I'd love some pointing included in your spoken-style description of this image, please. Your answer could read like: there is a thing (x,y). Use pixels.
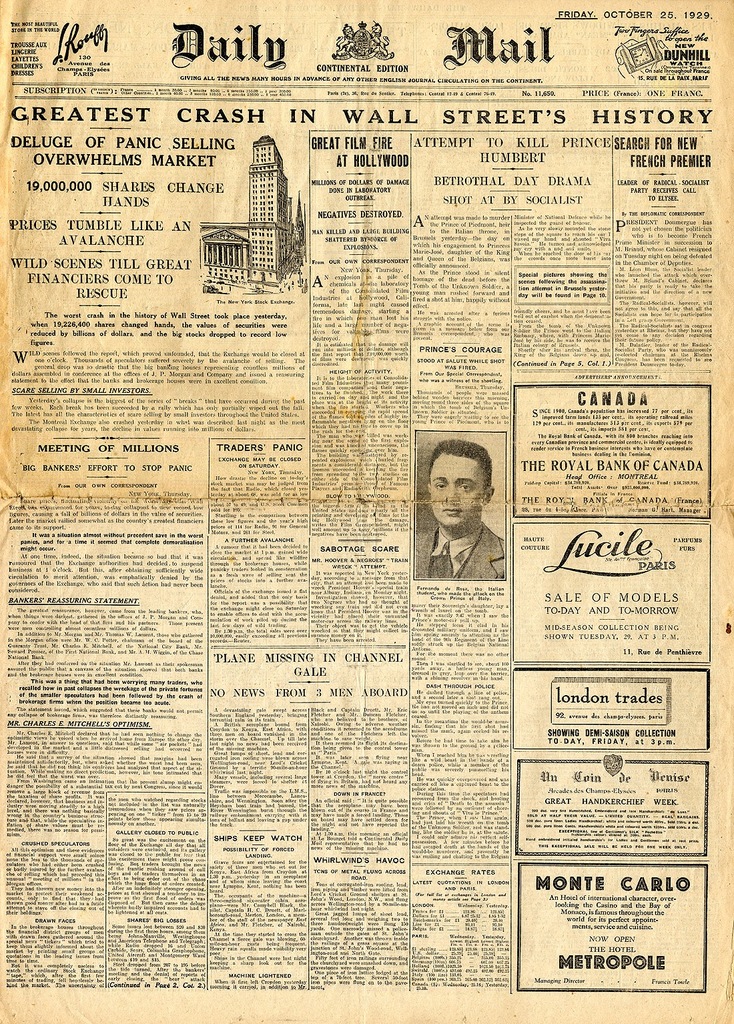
In this image I can see a paper (308,781) with the image of the person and drawing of the building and some text (395,232).
